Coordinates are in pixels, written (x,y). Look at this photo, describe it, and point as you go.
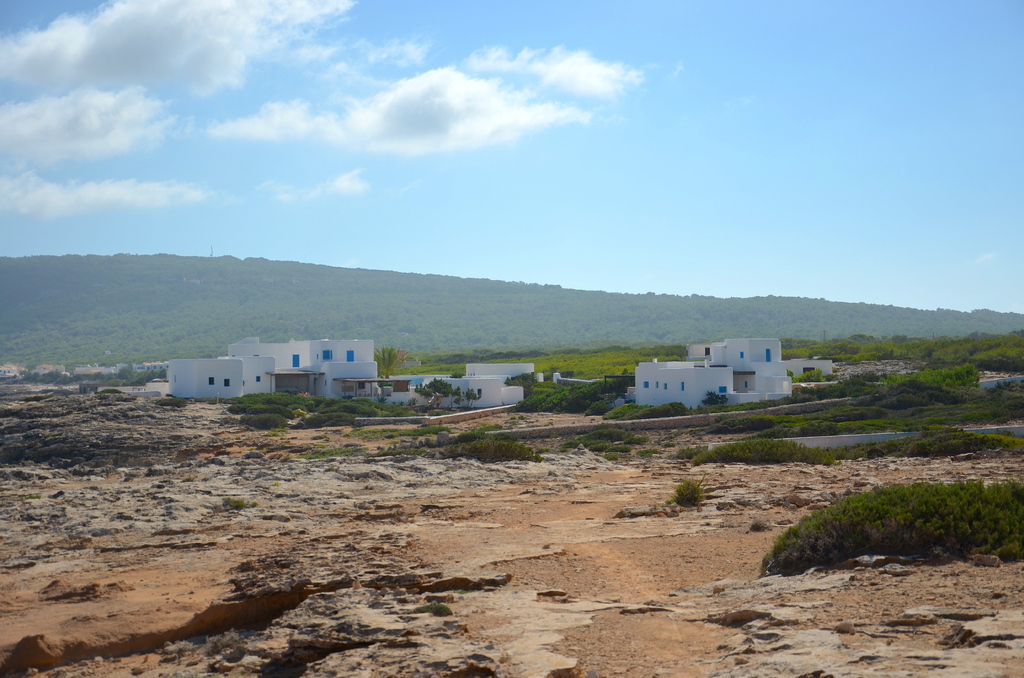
There are plants (298,407) and trees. In the background (273,385) there are buildings (293,374) with windows (296,360). Also there is a hill (552,303) and sky (406,125) with clouds (246,128).
